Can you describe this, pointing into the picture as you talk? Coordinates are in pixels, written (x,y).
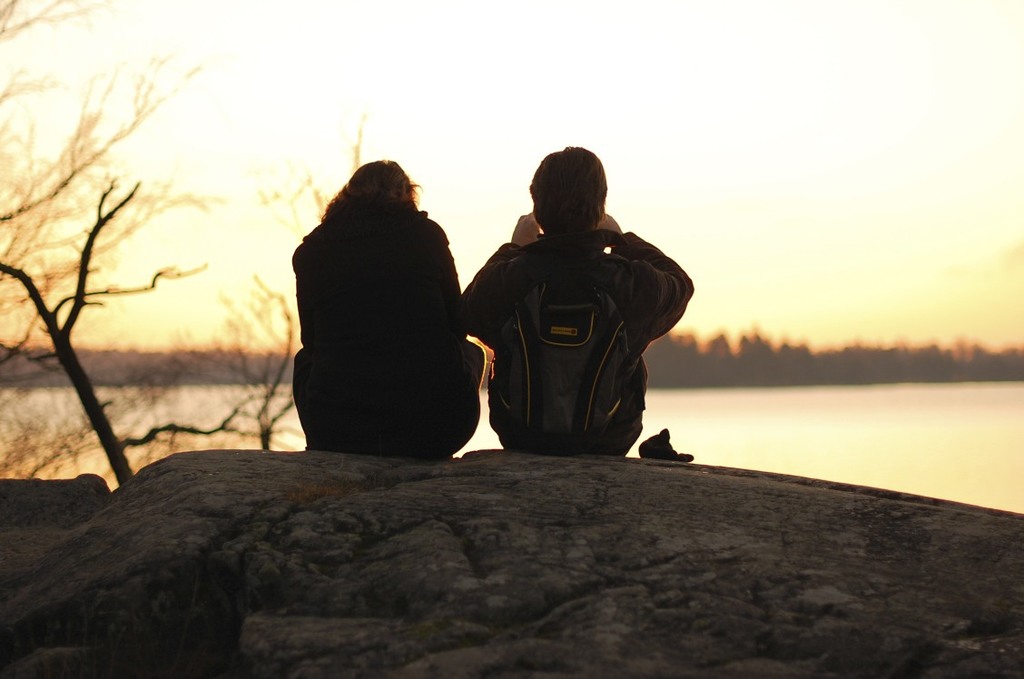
In the image there are two persons (392,302) sitting on rock (544,586) in front of a pond (806,423) and on left side (227,424) there is dry tree (255,418) and in the background (916,354) it looks like trees (686,371) all over the place and above its sky (689,68).
